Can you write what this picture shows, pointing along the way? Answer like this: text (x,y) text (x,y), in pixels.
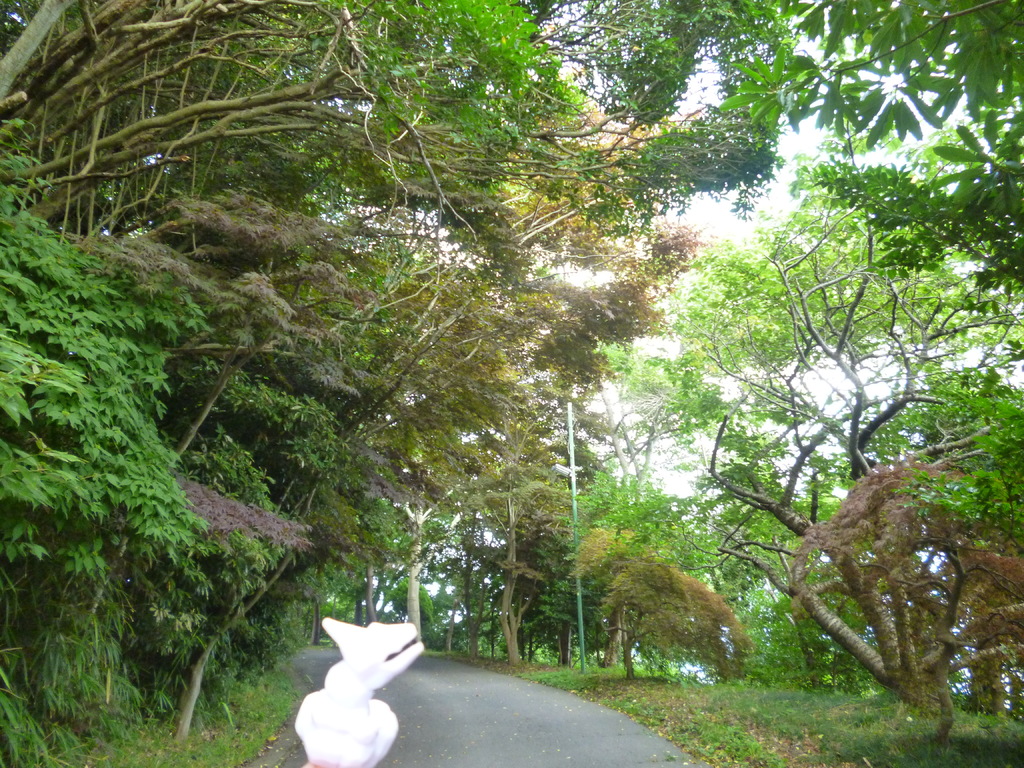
In this image, we can see a doll (359,691) which is in white color and in the background (500,260), there are trees (524,454).
